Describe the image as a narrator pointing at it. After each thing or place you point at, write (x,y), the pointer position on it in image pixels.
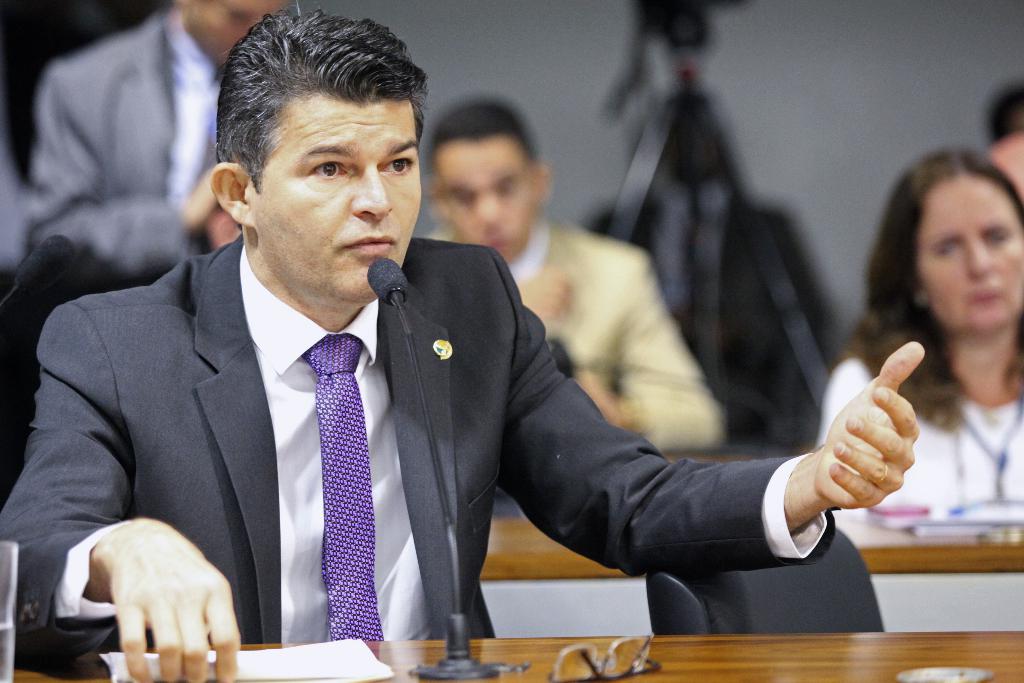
In this image I can see group of people (436,544), in front (181,475) the person (379,515) is sitting wearing black blazer (250,469), white shirt (287,466) and purple color tie (346,475). In front (407,678) I can see a microphone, few papers (363,649) on the table (721,647) and the table (836,654) is in brown color. Background (821,115) I can see a camera (704,165) and the wall (807,123) is in gray color.
